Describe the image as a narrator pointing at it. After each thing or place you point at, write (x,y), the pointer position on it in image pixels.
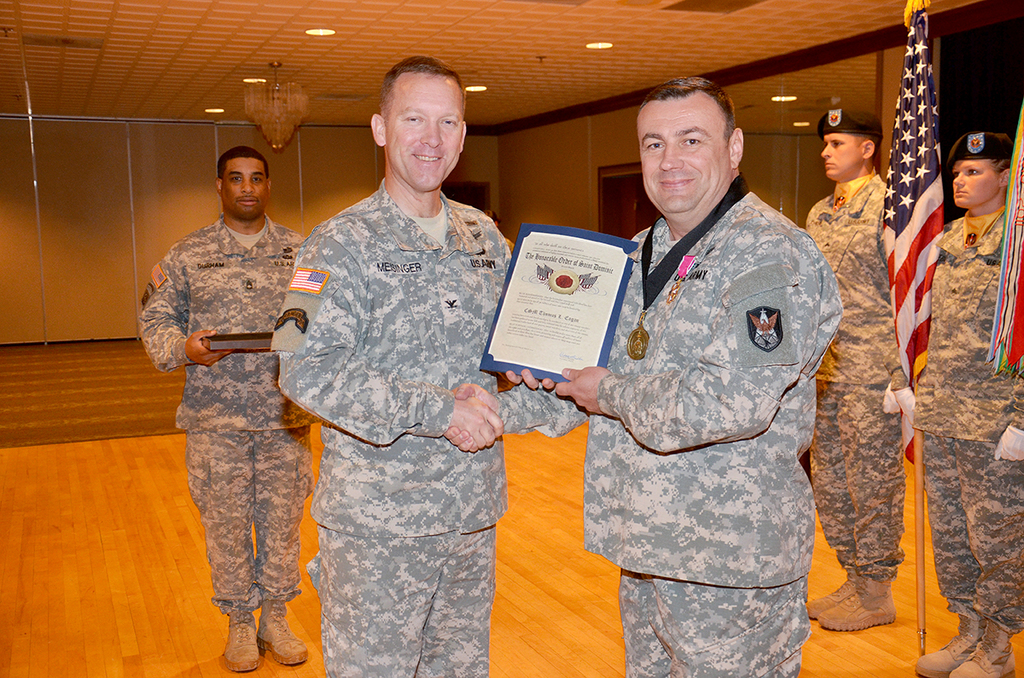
There are two men (560,428) holding something in the hand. One man (640,324) is wearing a medal (630,339) with tag (644,246). In the back (217,226) a person (201,249) is holding something in the hand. On the right side (954,337) there is a woman (965,245) and a man (832,208) wearing cap (1009,138) and gloves (1004,455) is standing. Also there is a flag (926,320). On the ceiling (308,57) there are lights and chandelier (263,95). In the back (59,149) there is a wall (550,147).
